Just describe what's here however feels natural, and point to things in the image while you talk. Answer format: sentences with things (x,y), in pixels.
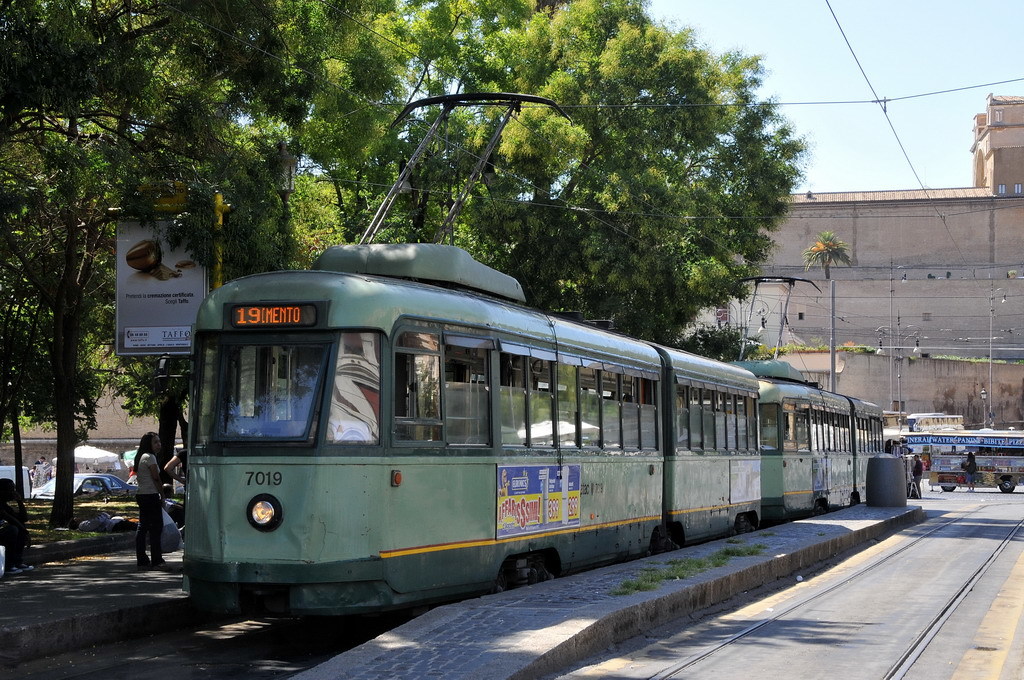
In this image we can see an electric train (471,392). Right side of the image (920,519) road (965,569) is present. Behind the train (641,488) building (911,240) is there. Left side of the image (131,158) trees (139,180) are there and on the platform (106,586) people (169,469) are standing.
